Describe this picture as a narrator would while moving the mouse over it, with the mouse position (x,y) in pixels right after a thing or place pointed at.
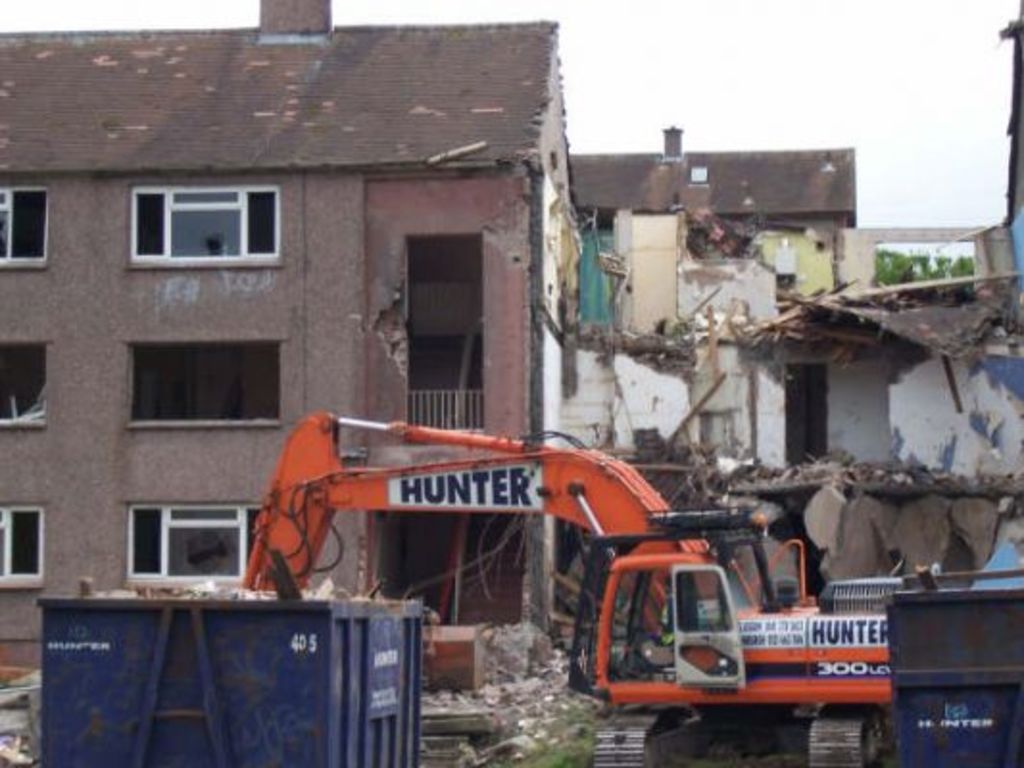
In this picture we can see there is an excavator (603,619), and in front of the excavator (723,637) there is a steel item (283,681). Behind the excavator (574,504) there are buildings (77,293), trees (942,264) and a sky (852,121).
